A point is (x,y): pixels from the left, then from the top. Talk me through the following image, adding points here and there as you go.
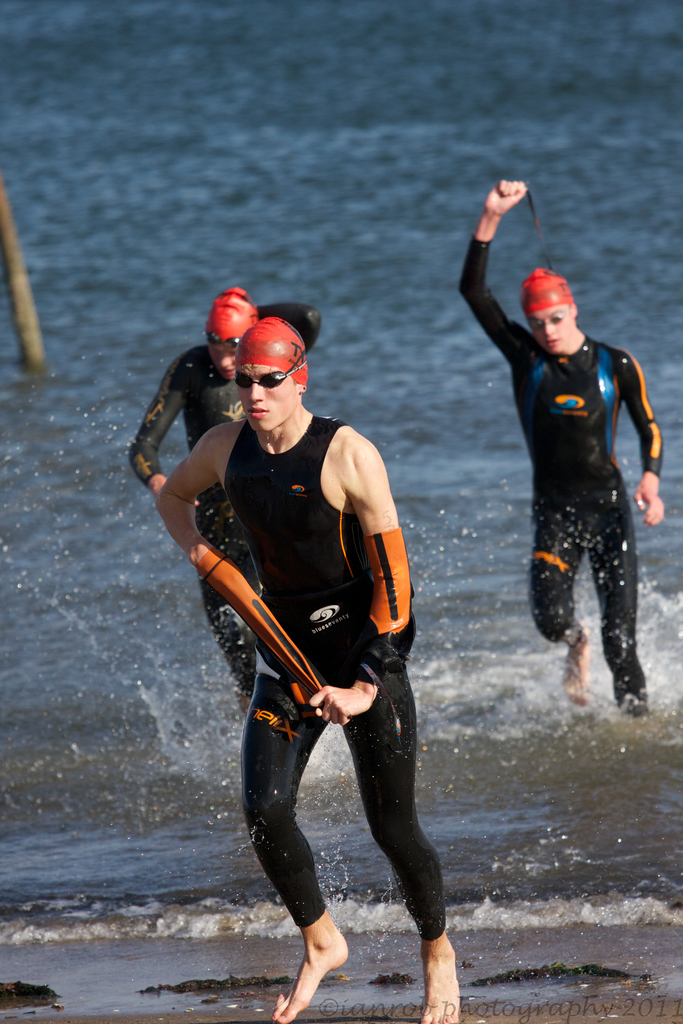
In this picture I can observe three members (227,584). All of them are wearing spectacles (272,378). In the background (401,281) I can observe an ocean (161,289).
